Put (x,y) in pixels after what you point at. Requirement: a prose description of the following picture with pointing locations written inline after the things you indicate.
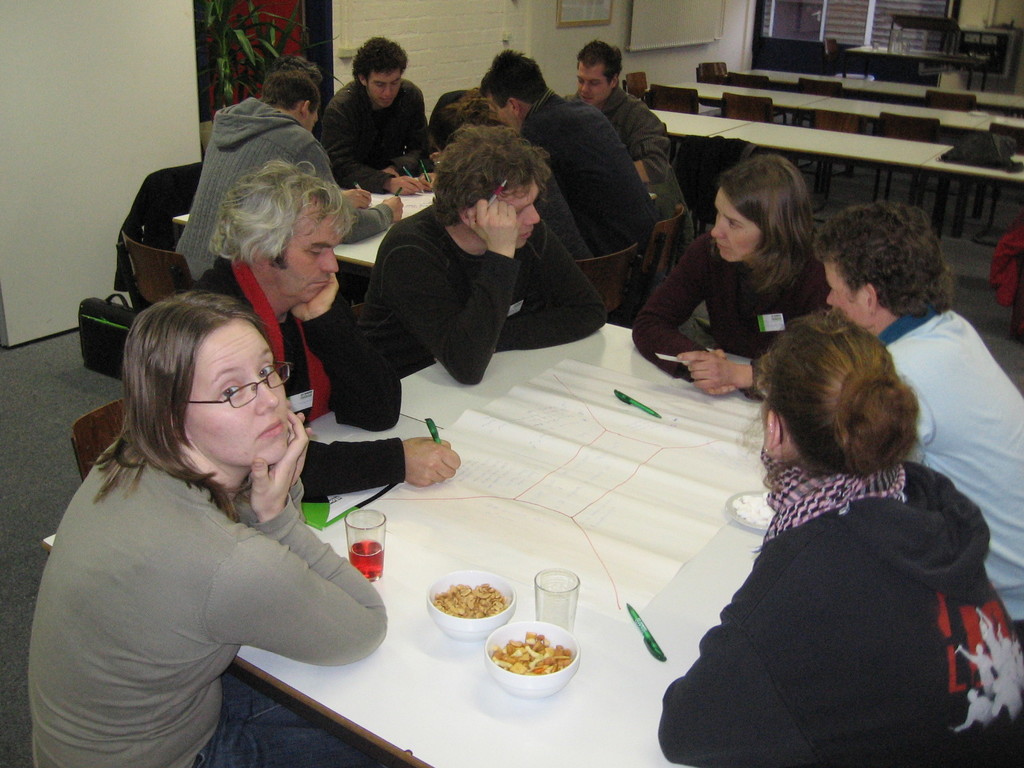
People (662,336) are sitting on the chair (620,300) near the table (602,721) and on the table (586,656) there is bowl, food (490,607), glass (572,593), paper (610,471), pen (643,405).
